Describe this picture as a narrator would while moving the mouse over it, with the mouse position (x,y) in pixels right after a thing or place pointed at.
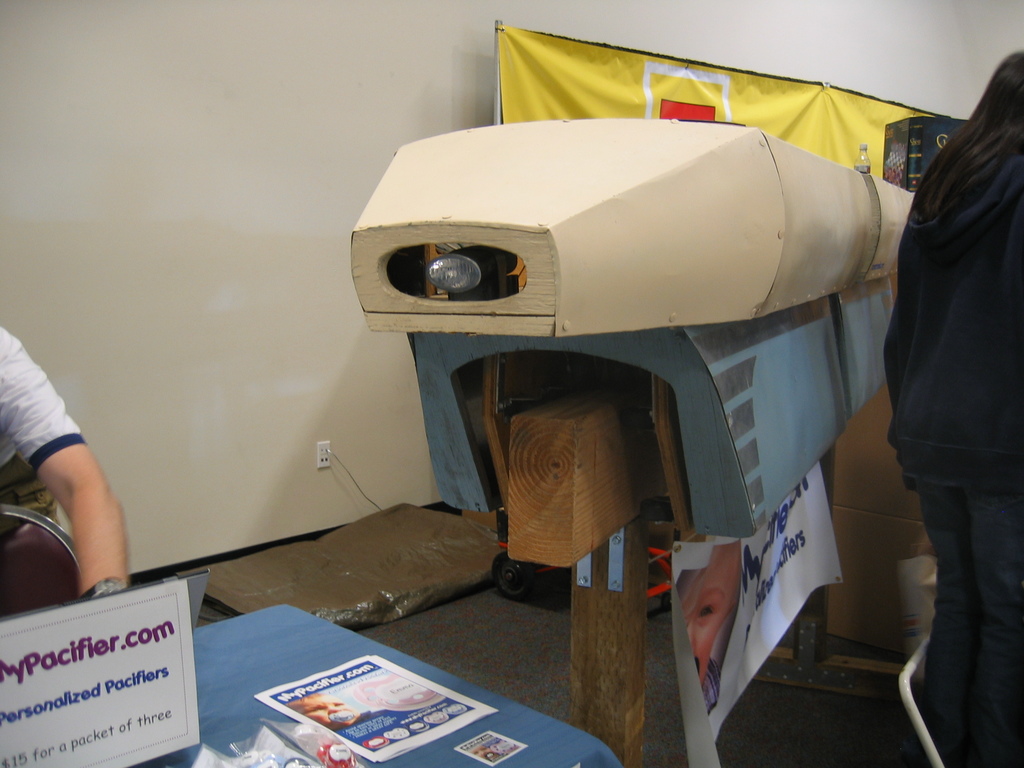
In this picture I can see a cardboard vehicle model (757,328) on the wooden stand (599,422). On the left (23,408) there is a man (2,423) who is wearing t-shirt (0,403), trouser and watch (111,587). He is sitting near to the table (232,691). On the table (254,663) I can see the pamphlet (372,717), plastic covers (268,753), board (117,696) and other object (289,756). In the back (801,116) there is a yellow color cloth (761,98) which is placed on the pole (496,79) near to the wall (810,59). On the right (908,295) there is a woman (959,730) who is wearing black dress (936,556). She is standing near to the banner (780,568).
